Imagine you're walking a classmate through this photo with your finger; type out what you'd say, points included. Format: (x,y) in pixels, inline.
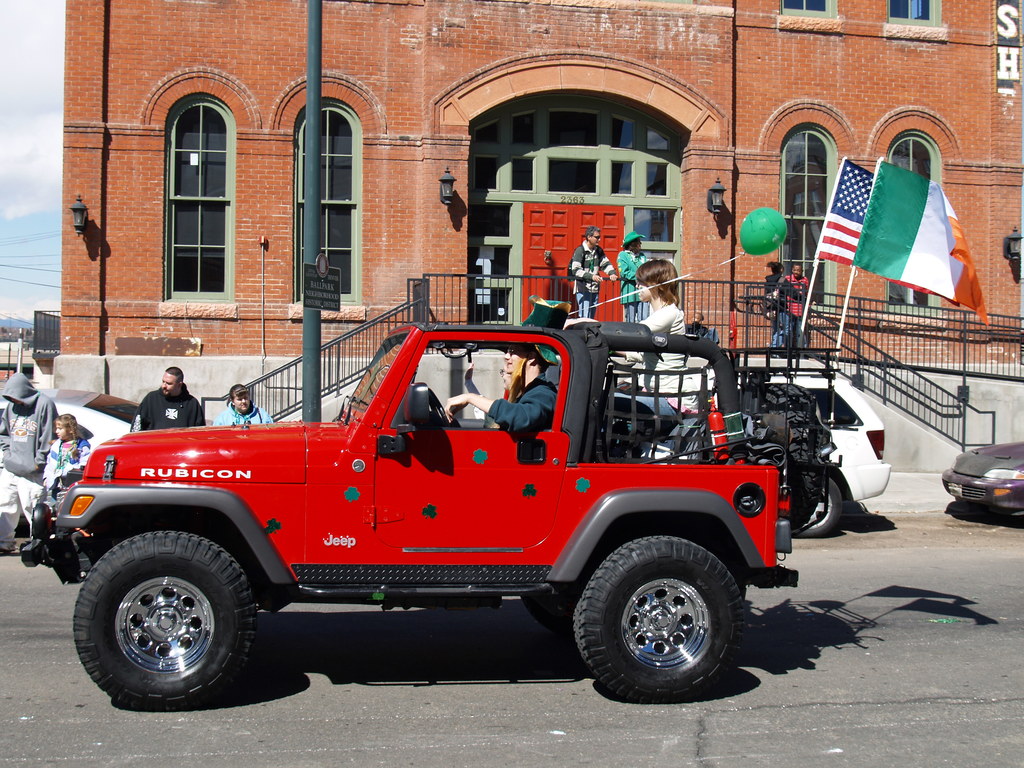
In this picture, we can see a few people (192,396), and a few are traveling in vehicles (509,451), some are holding objects (845,237), we can see road (748,628), vehicle (755,529), building (211,359) with windows (498,246), door (546,219), lights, stairs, railing (878,327), wires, and the sky (36,173) with clouds (21,172).
